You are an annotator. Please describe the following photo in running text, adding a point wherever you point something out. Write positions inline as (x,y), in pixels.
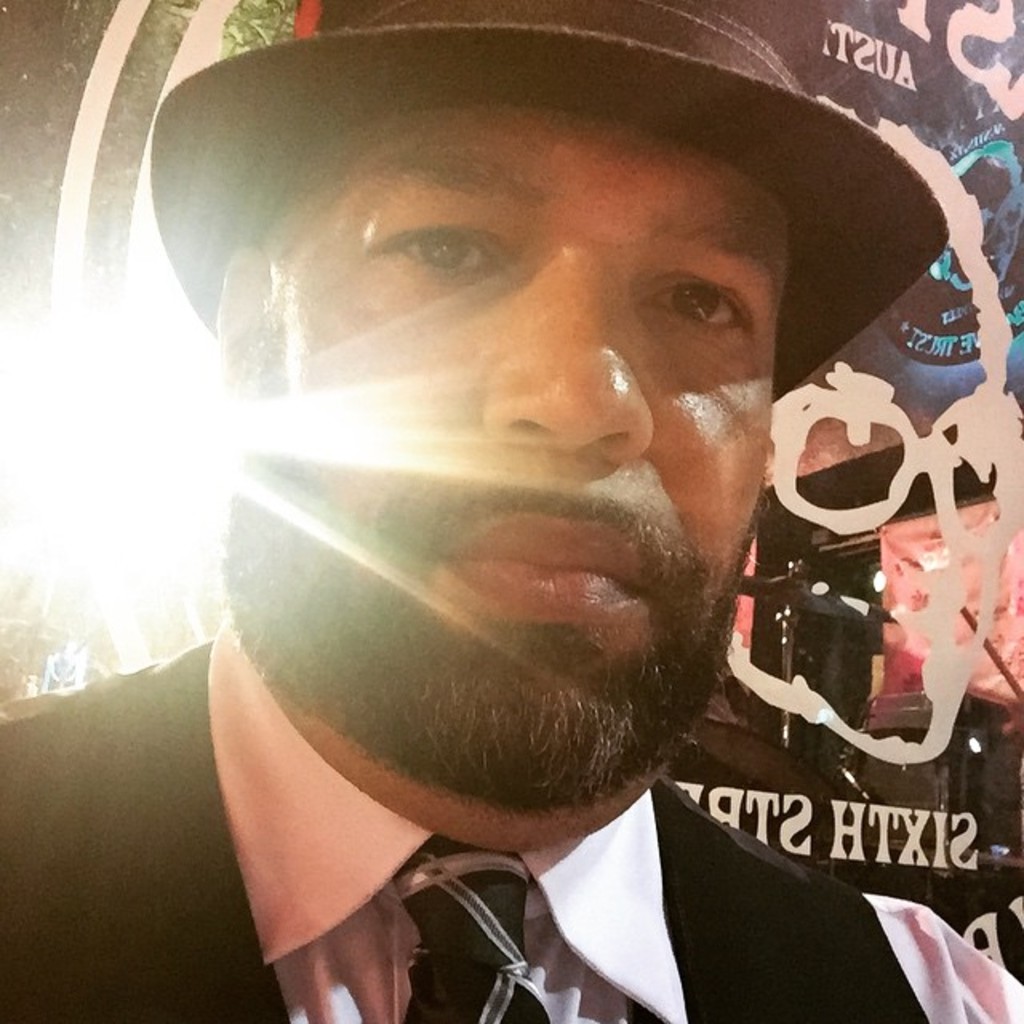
In the image there is a man (461,426) in the foreground (495,550), behind him there is some poster (115,243).
